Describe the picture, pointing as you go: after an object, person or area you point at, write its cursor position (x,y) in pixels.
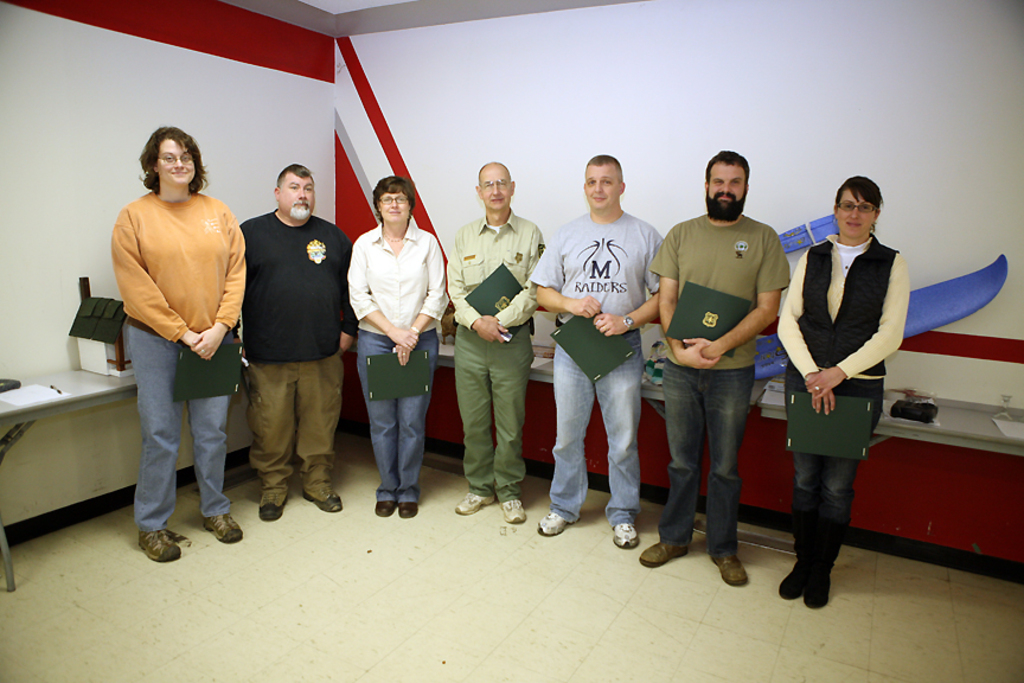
In this image there are group of people (295,315) who are standing one beside the other by holding the folders (688,326). Behind them there is a wall (467,109). On the left side (104,386) there is a stand (87,391) behind them on which there is a house (97,340). On the right side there are few papers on the stand (947,401).
